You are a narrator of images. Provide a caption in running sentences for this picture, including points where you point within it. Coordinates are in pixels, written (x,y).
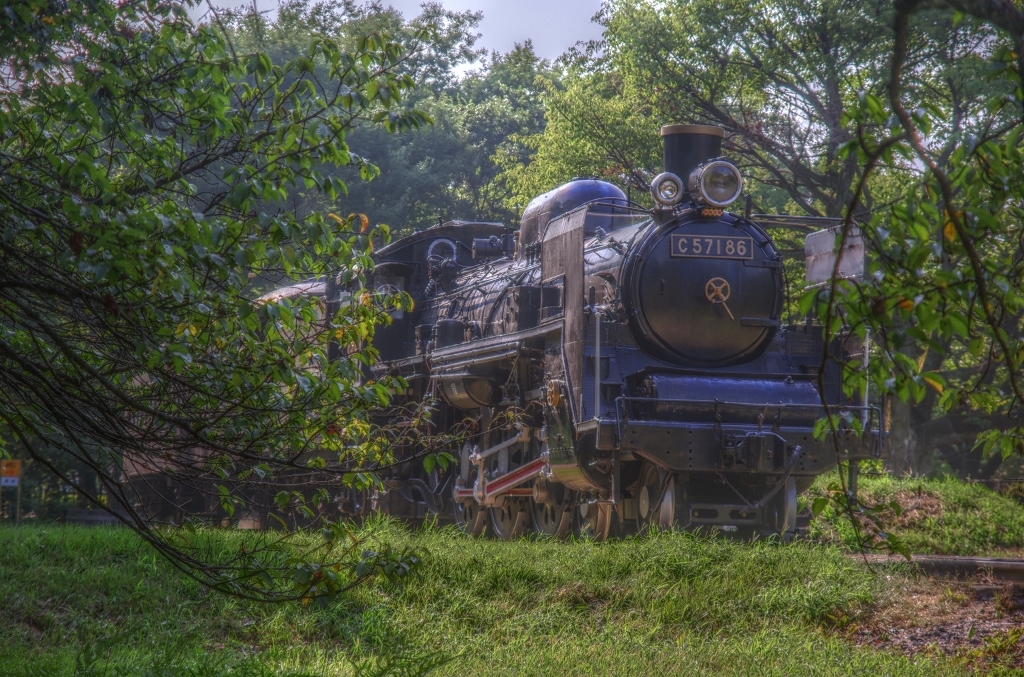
In the center of the image (453,289), we can see a train (470,273) and in the background (805,207), there are trees (913,420). At the top (547,17), there is sky (508,50) and at the bottom (583,595), there is ground (124,581) and there is a board (18,482).
